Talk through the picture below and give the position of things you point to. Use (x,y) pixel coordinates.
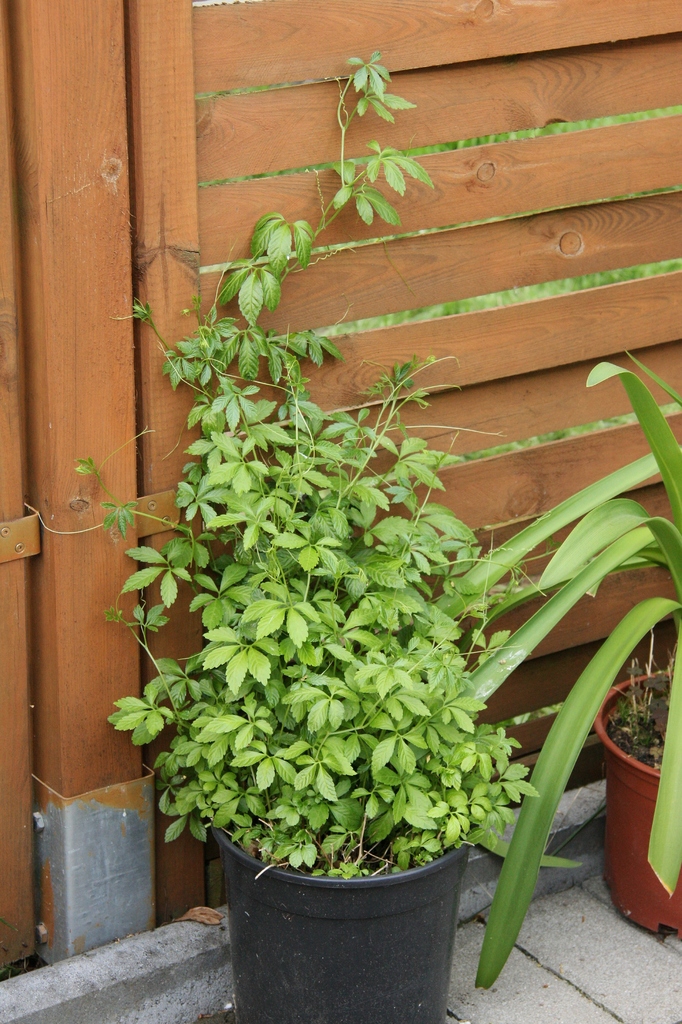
In this image we can see some plants (199,668) in the pots (251,1019) which are placed on the surface (458,946). On the backside (113,529) we can see a wooden fence (570,399).
